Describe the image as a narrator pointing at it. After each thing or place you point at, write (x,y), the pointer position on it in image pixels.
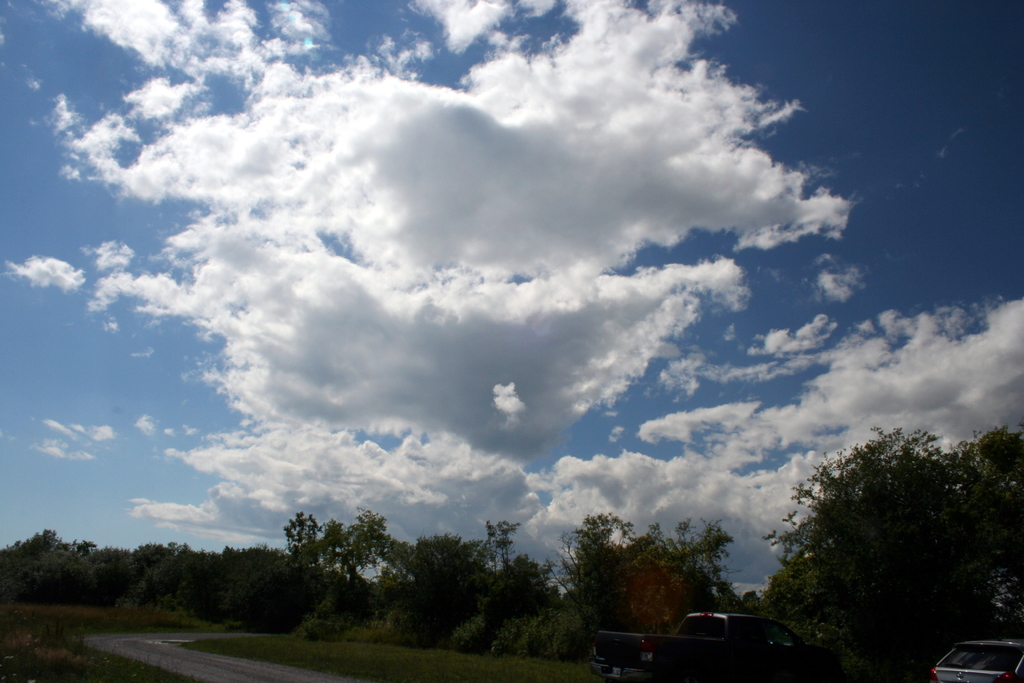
In this picture we can observe a road (154,656). There is some grass (333,664) on the ground (405,659). We can observe two vehicles (733,658). In the background (291,595) there are trees (411,588) and a sky (299,343) with clouds (361,268).
